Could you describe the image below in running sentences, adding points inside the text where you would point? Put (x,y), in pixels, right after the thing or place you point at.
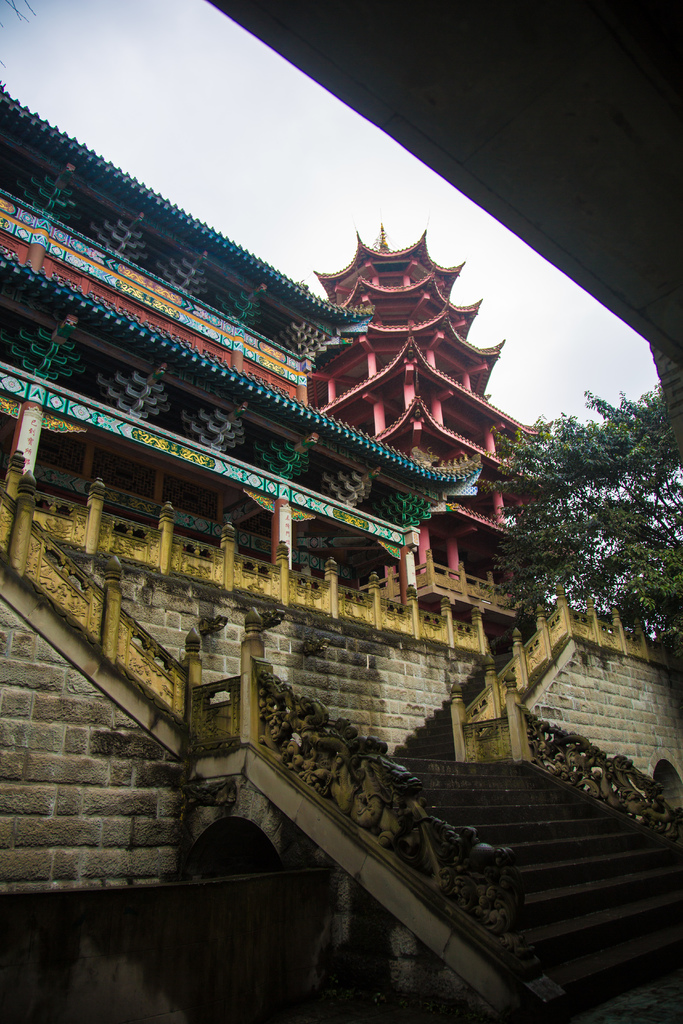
At the bottom of the picture (253,915), we see a wall (256,965). On the right side (568,793), we see the staircase (508,806) and the stair railing (644,814). In the middle (334,681), we see a building (300,647) which is made up of cobblestones (131,590). We see the railing (215,574) and we see the roof (300,306) of the building (264,304) in blue color. Beside that, we see a building (444,316) in red color. On the right side (577,462), we see the trees (577,462). In the left top (142,84), we see the sky (167,79). In the right top (574,59), it is black in color and it might be the roof (566,105) of the building (483,189).
